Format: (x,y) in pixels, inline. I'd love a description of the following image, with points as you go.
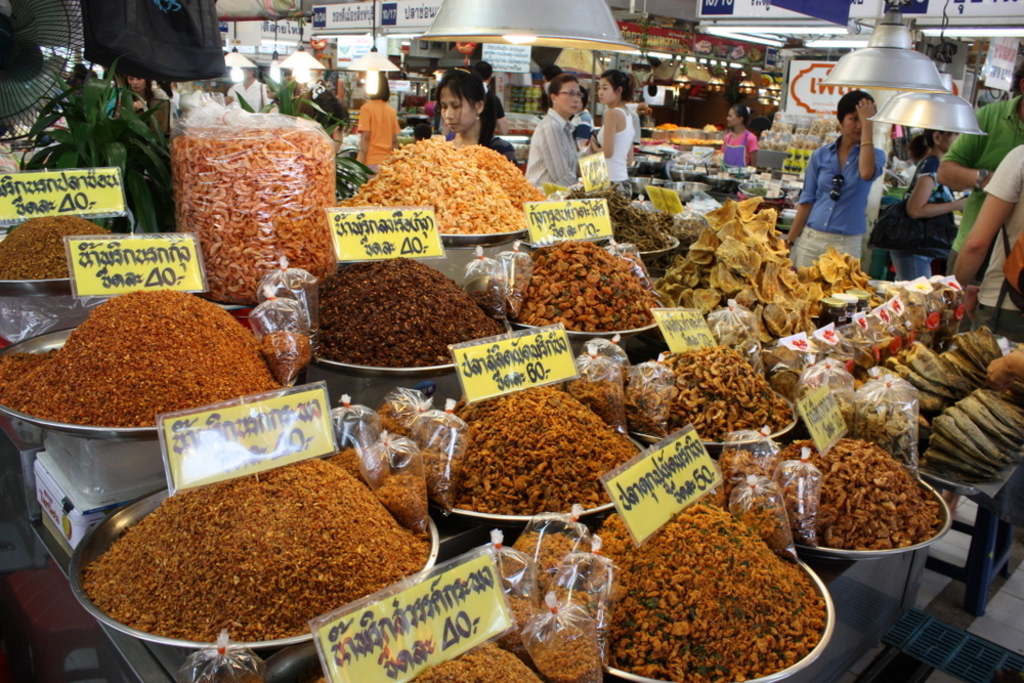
In this image there are food items (706,302) placed on the table (603,314). Beside the table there are a few people (814,258) standing on the floor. On top of the roof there are lights (848,67). On the left side of the image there are plants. On the backside (929,51) there are stalls (692,35).
